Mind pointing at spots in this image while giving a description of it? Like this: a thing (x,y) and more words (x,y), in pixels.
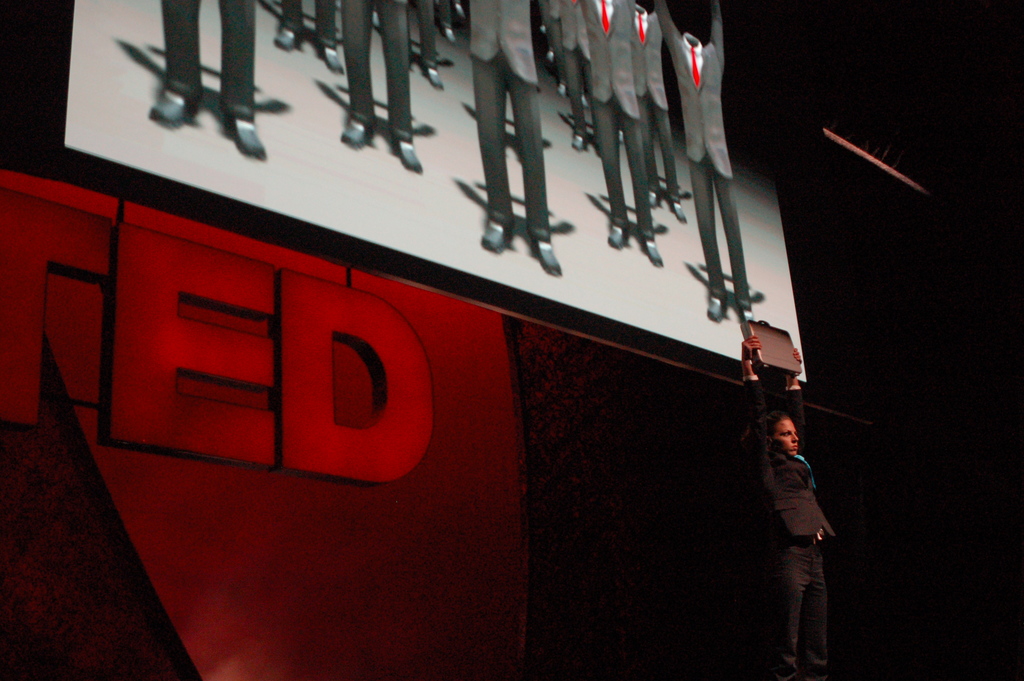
It is a Ted show there is a woman (794,391) standing on the stage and she is holding some object (772,345) in her hand (758,342), behind the woman (749,340) there is a big screen (440,148) and some picture (433,90) is being displayed on the screen (565,184).
